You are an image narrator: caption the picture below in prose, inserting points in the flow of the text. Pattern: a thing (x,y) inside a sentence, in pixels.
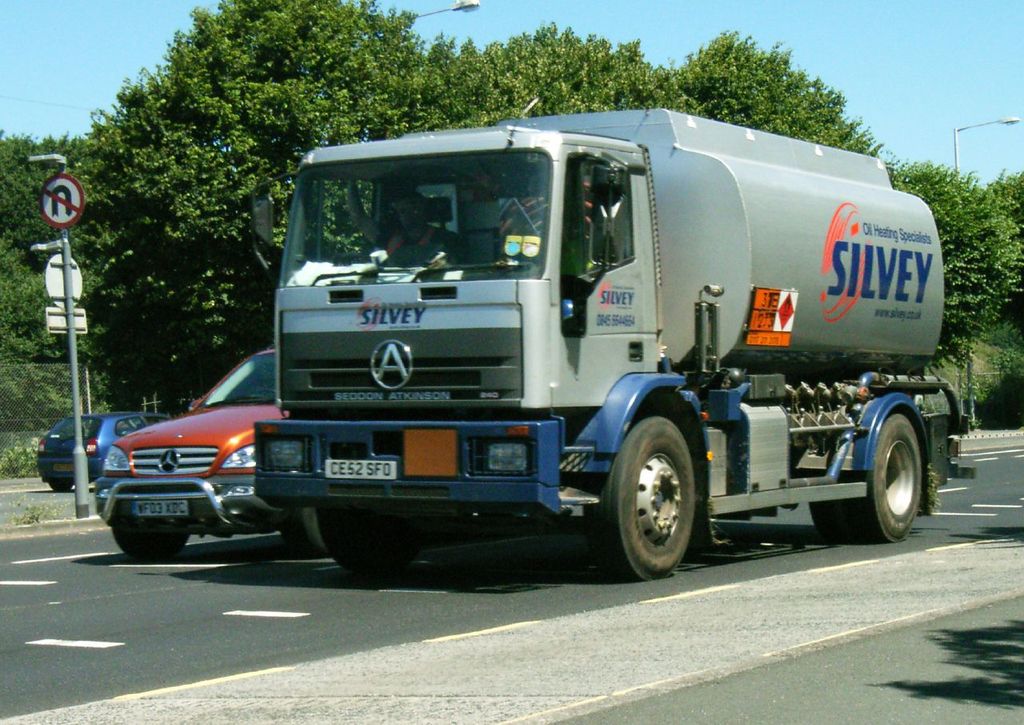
In this picture we can see a truck (674,502) with the tanker (670,340), a truck (502,466) is silver in color, with name silvey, just beside it there is a car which is red in color, and beside it there is a pole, and no U turn board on the road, and we can see many trees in the background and sky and street lights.
